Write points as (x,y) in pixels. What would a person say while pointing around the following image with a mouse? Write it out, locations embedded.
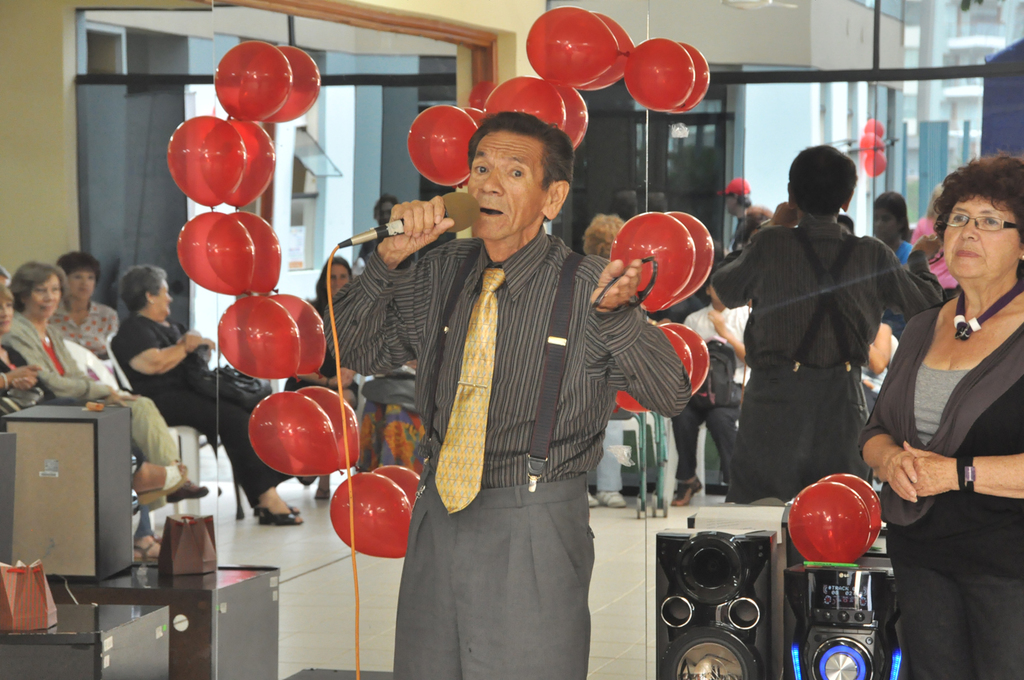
In this picture, we see a man (574,299) is standing and he is holding a microphone (450,201) in one of his hands (404,202) and in the other hand (616,288), he is holding the goggles (650,259). I think he is talking on the microphone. Beside him, we see the speaker boxes (805,615) and the red color balloons (868,519). On the right side (983,206), we see a woman (907,374) is standing and she is wearing the spectacles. On the left side (69,661), we see the tables (134,596) on which the objects (125,555) are placed. Behind him, we see the red balloons (292,302) and the glass door (197,425) from which we can see the people (37,327) who are sitting on the chairs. In the background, we see the buildings (960,164), poles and the balloons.
